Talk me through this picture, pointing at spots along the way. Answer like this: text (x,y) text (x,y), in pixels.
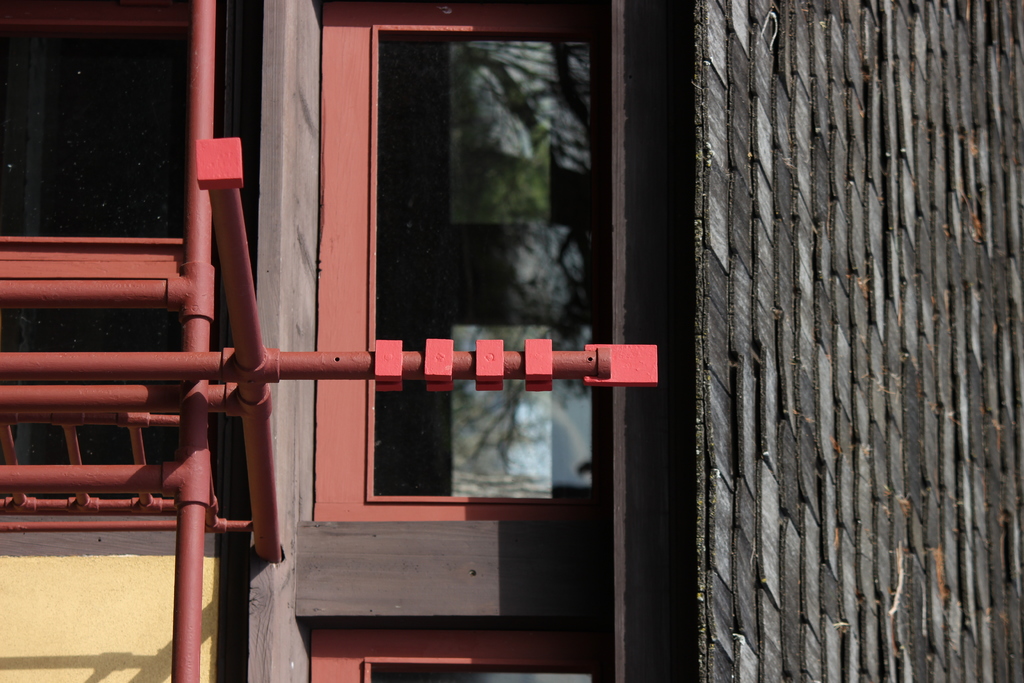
In this image we can see a house (730,405) with windows (547,650), roof (923,568) and some metal poles (191,567).
